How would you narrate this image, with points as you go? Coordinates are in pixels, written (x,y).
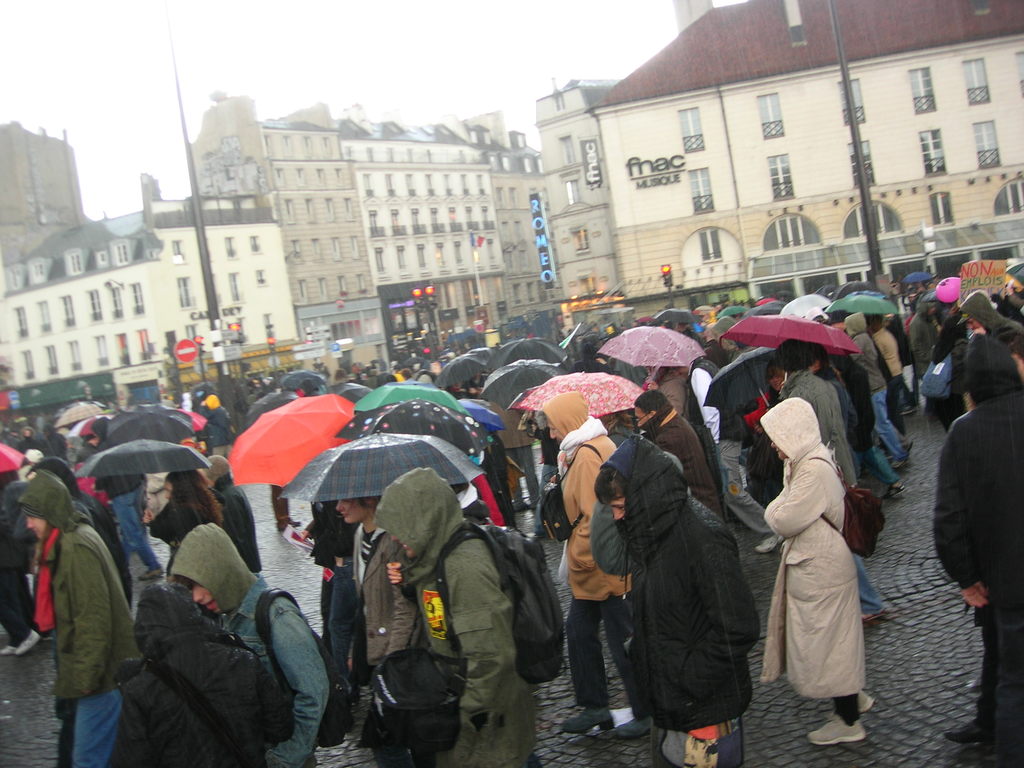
This image is clicked on the road (907,575). There are many people (416,532) walking on the road (558,583). They are wearing jackets (699,480) and holding umbrellas (341,422) in their hands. In the background (350,252) there are buildings (613,200). There are banners (542,268) to the buildings (370,282). There are poles (193,171). At the top (311,84) there is the sky (222,74). It seems like it is raining.
